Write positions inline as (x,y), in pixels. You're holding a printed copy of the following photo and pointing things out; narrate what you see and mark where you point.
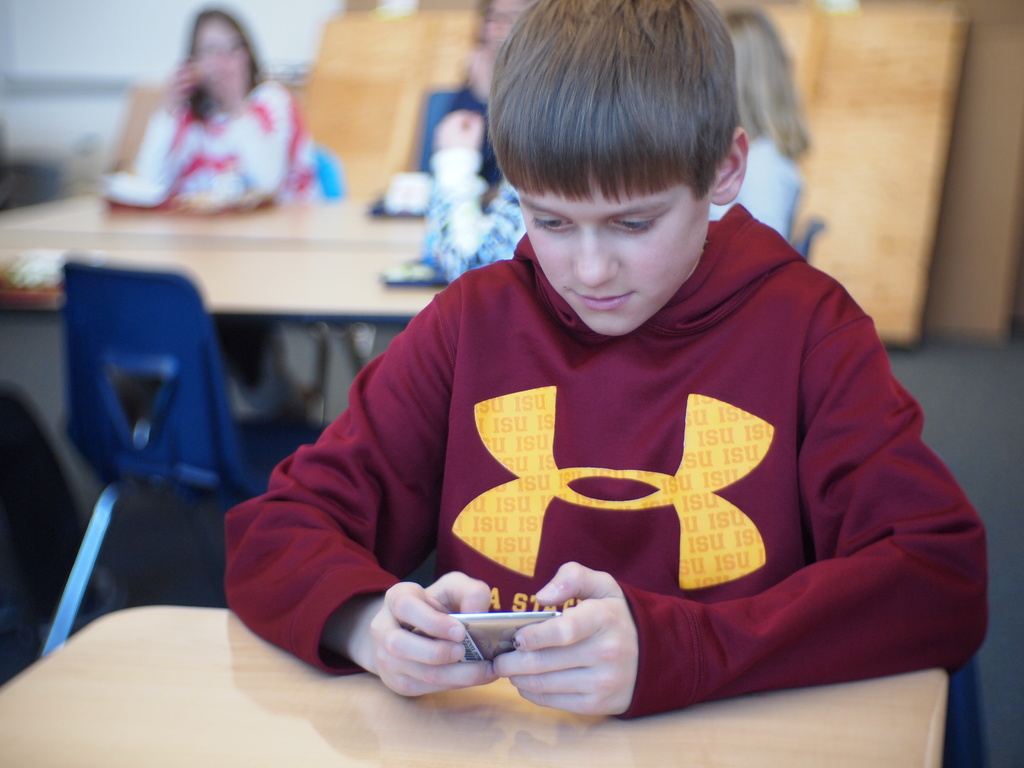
In this image we can see this child (641,536) wearing maroon color t-shirt (540,536) is holding a mobile phone (479,646) and sitting near the table (126,679). The background of the image (364,277) is slightly blurred, where we can see a few more people (784,173) sitting near the table (187,262). Here we can see the chair (87,429) and the wall (37,57) in the background (45,47).
